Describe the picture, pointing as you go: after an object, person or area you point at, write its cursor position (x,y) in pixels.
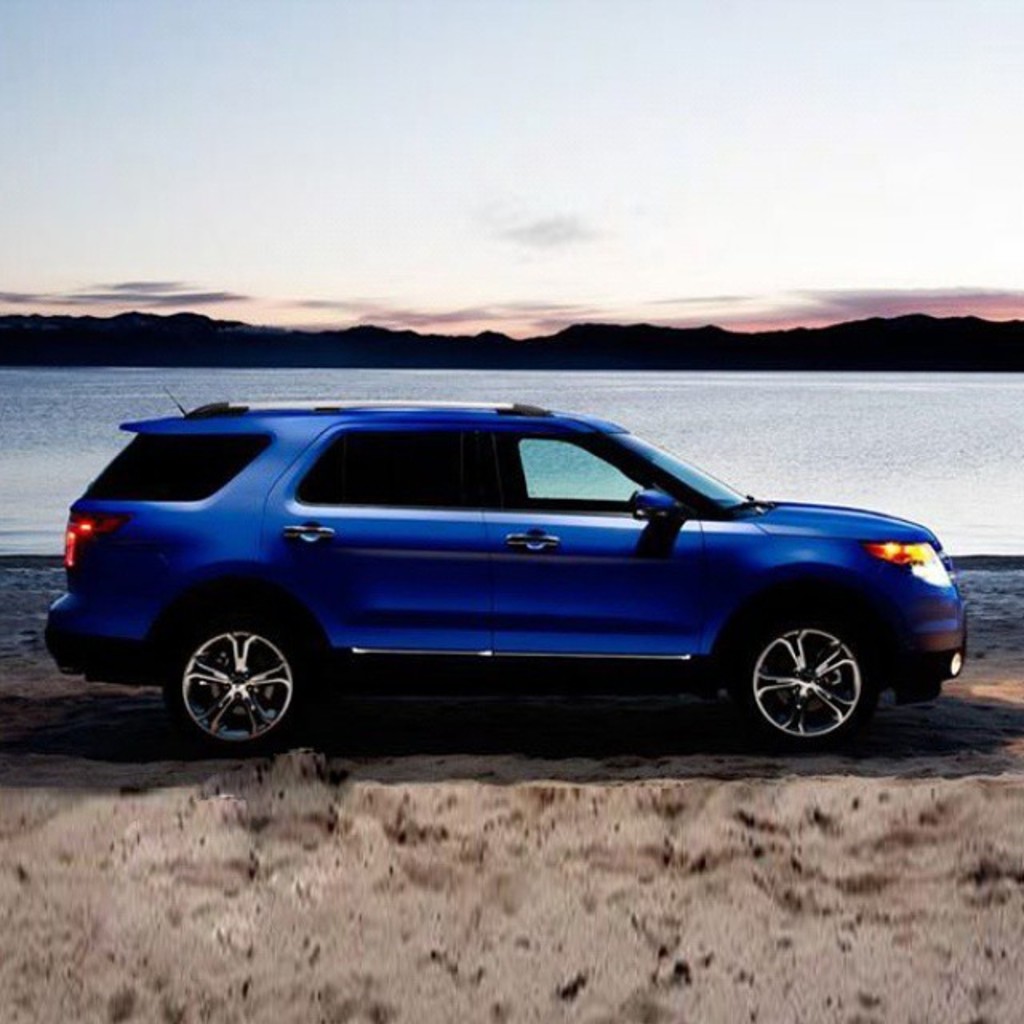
In this image in the center (456,621) there is one car (329,653), at the bottom (242,870) there is sand (789,856) and in the background (974,471) there is a river (290,381) and mountains (965,333). At the top (578,239) there is sky (596,264).
